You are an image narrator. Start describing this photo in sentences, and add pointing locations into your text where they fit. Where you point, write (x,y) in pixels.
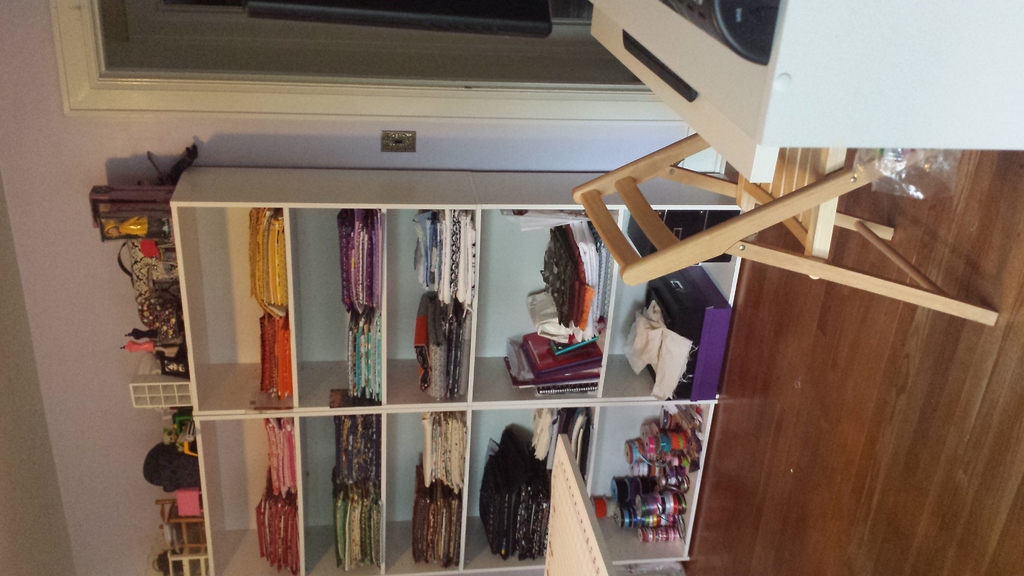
In this image, we can see shelves (622,393). On the racks (612,385), there are so many objects (505,442) are placed. On the right side of the image (790,453), we can see wooden floor (869,427), chair (818,277), table (823,144) and black color objects (771,37). Background (298,143) there is a wall (285,156). At the bottom of the image (576,512), we can see an object (587,501).
